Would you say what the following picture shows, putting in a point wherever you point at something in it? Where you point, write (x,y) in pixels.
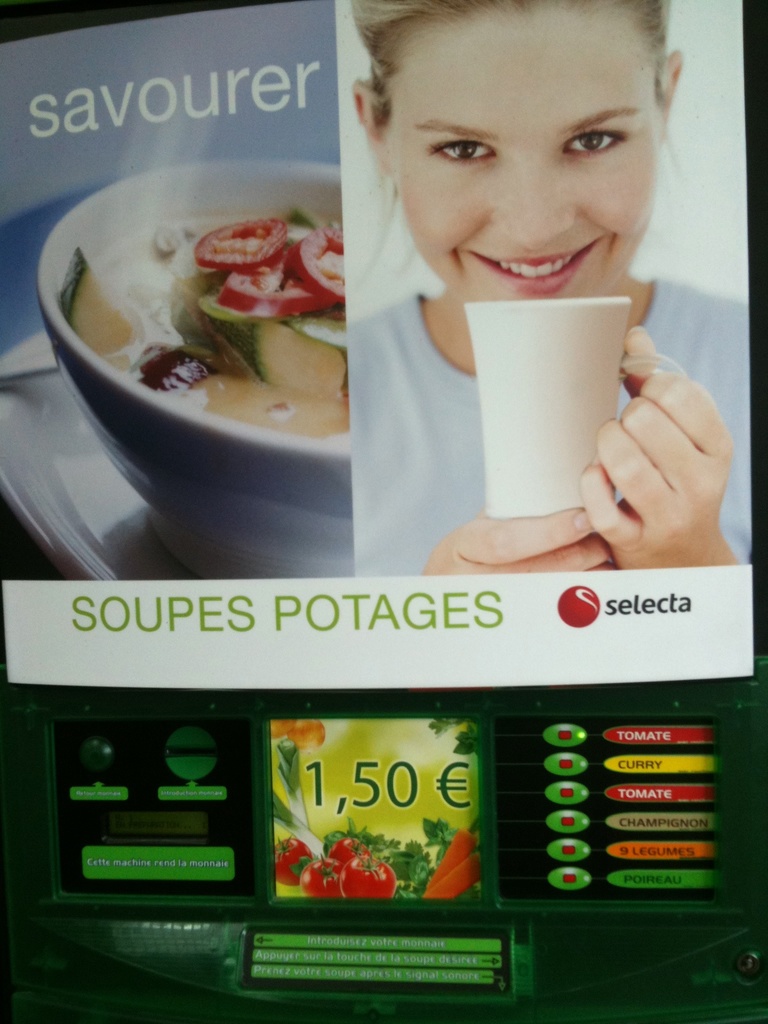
This image consists of a poster (486,232). On this poster (482,528), I can see a woman (451,265) holding a glass (512,370) in the hand (537,522), smiling and looking at the picture and also there is a bowl (323,485) which consists of some food (182,318). Here I can see some text (246,607).
